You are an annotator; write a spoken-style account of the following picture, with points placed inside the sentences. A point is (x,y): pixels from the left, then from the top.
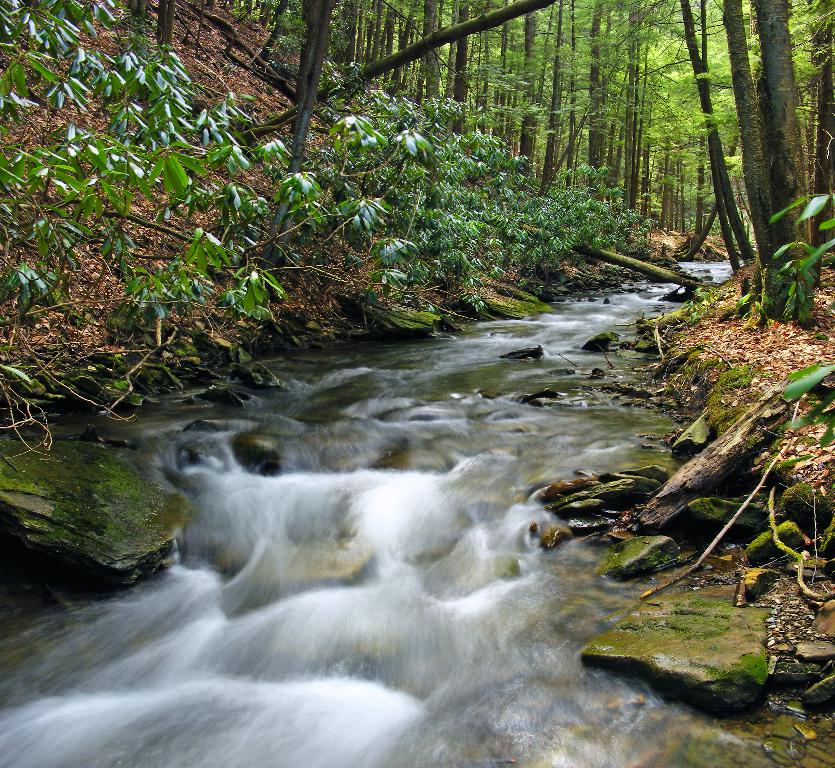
In this image, we can see some water (403,589). We can see the ground (278,275) with some dried leaves (288,286), plants (414,181). We can also see some trees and rocks (174,354).
